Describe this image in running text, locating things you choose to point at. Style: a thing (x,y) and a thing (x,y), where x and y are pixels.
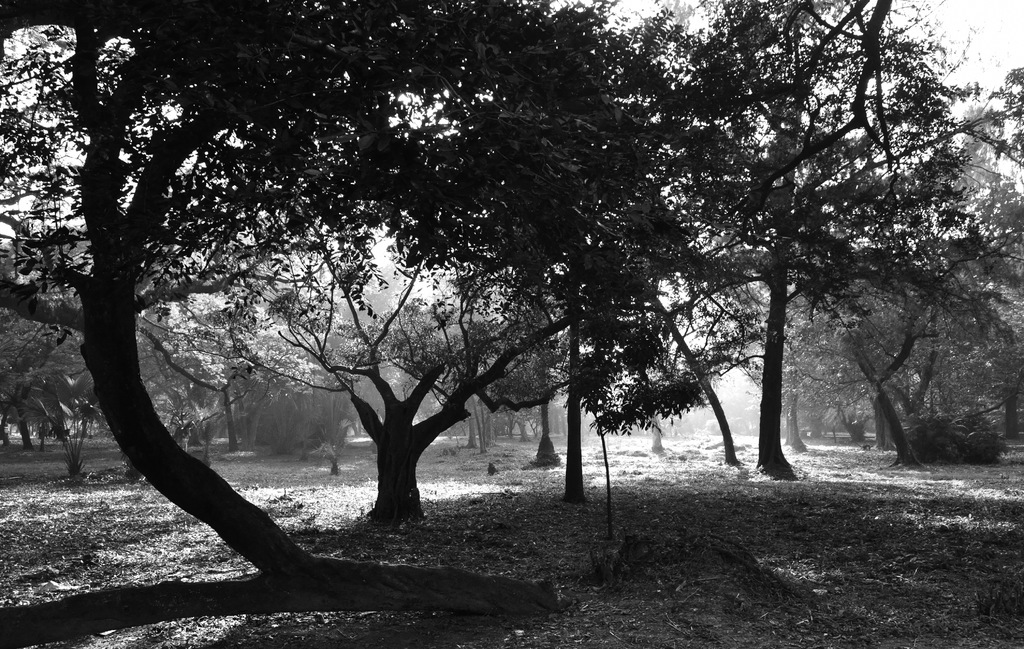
It is a black and white image and there are plenty of trees (276,376) on the land (436,530).
